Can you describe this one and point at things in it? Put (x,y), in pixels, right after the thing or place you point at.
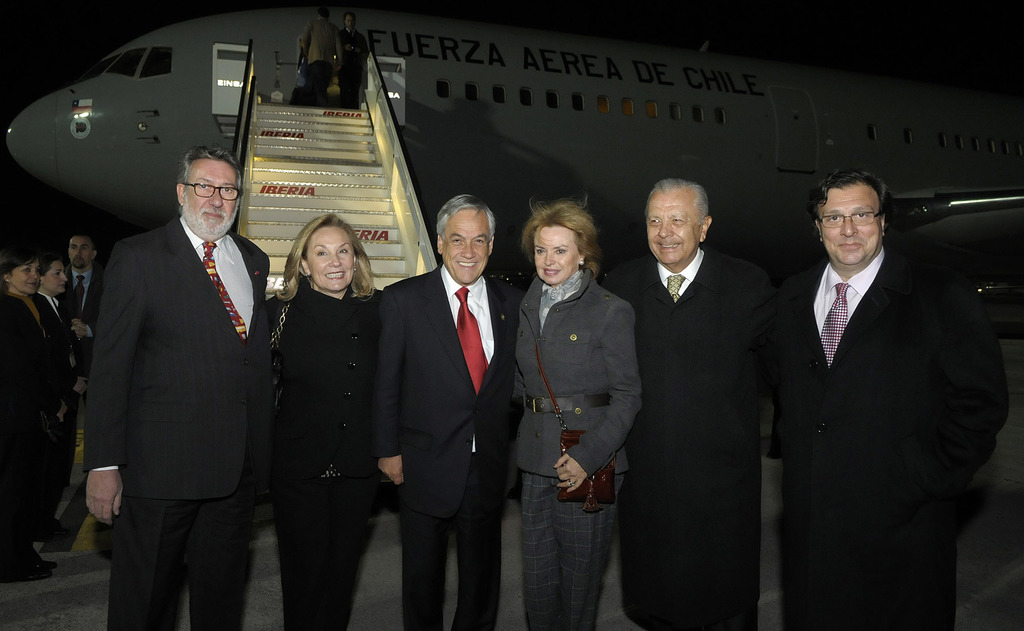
In this picture, we can see a group of people (368,382) standing on the path (1007,530) and behind the people (310,349) there is an airplane (594,130) and stairs (243,130) and there is a dark background (67,30).
